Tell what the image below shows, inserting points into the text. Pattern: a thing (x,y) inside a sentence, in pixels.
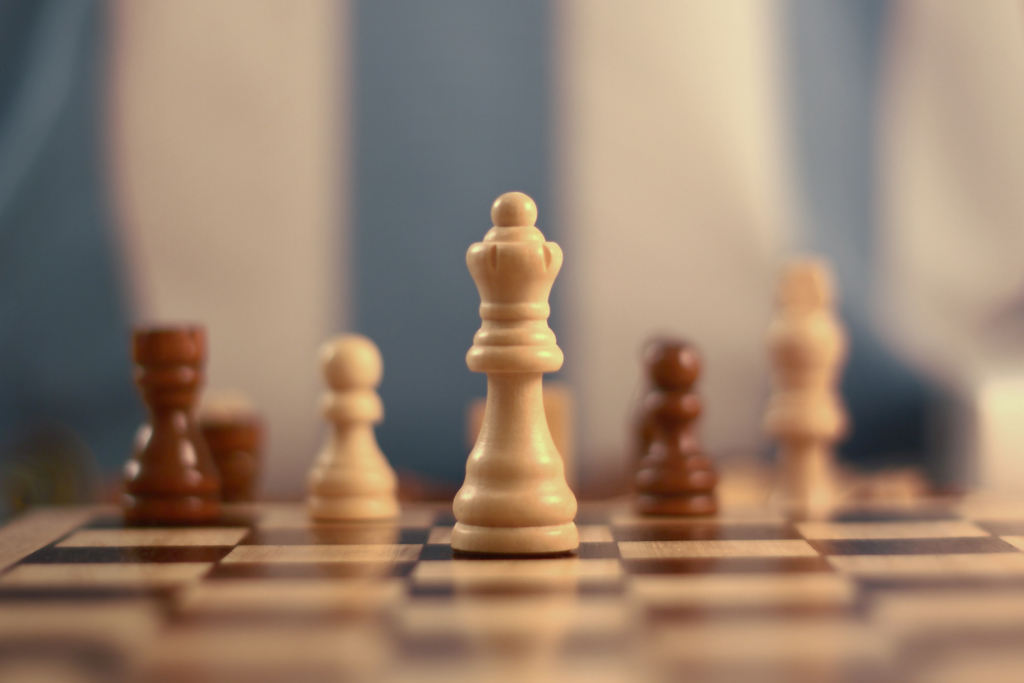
In this image we can see a chess board (248,529) with chess coins (538,435). The background of the image (180,96) is blur.
